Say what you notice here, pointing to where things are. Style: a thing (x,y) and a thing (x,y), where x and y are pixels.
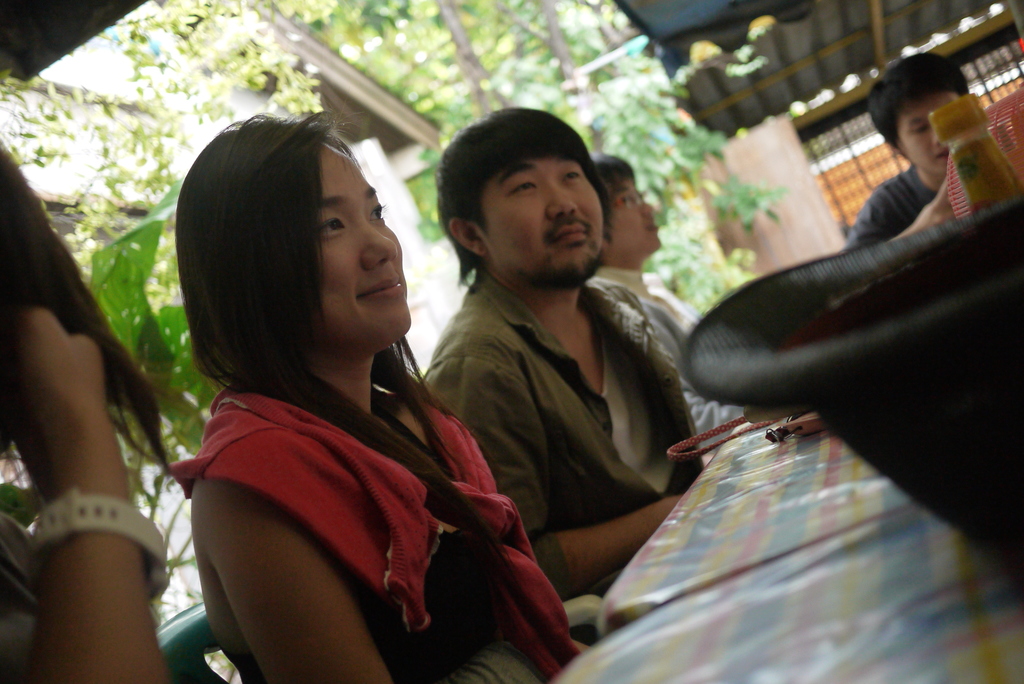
In this image there are a few people (457,330) seated on chairs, in front of them there is a table (785,504), in the background of the image (733,287) there are trees (643,162) and rooftop (700,21).
